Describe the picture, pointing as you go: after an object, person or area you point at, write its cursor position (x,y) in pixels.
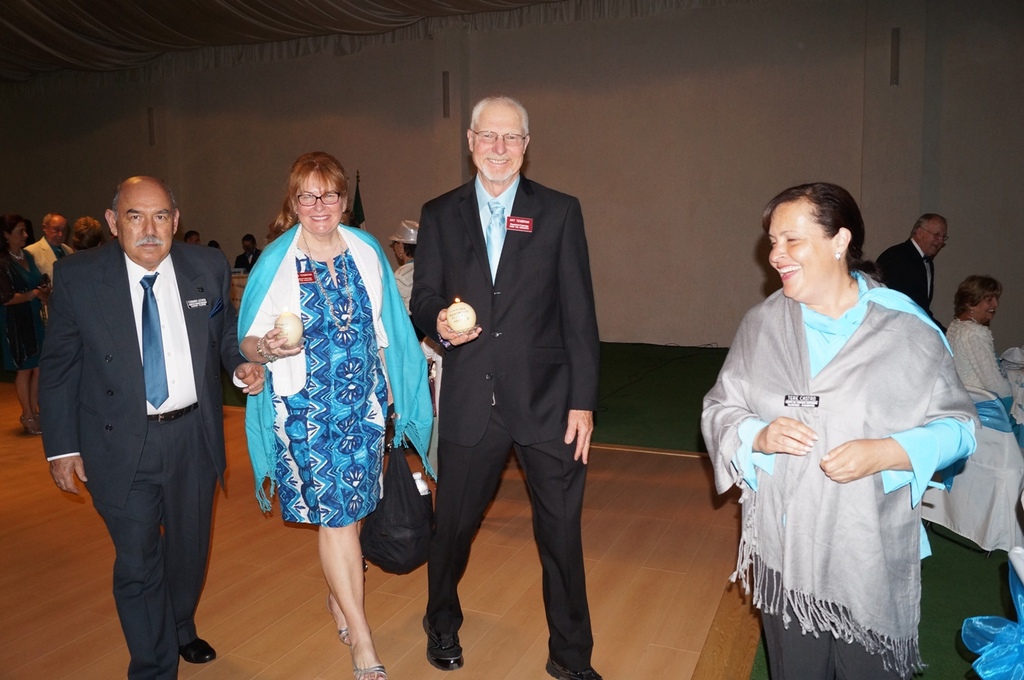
In this picture we can see a group of people (175,434) on the floor (226,434) and in the background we can see a wall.
